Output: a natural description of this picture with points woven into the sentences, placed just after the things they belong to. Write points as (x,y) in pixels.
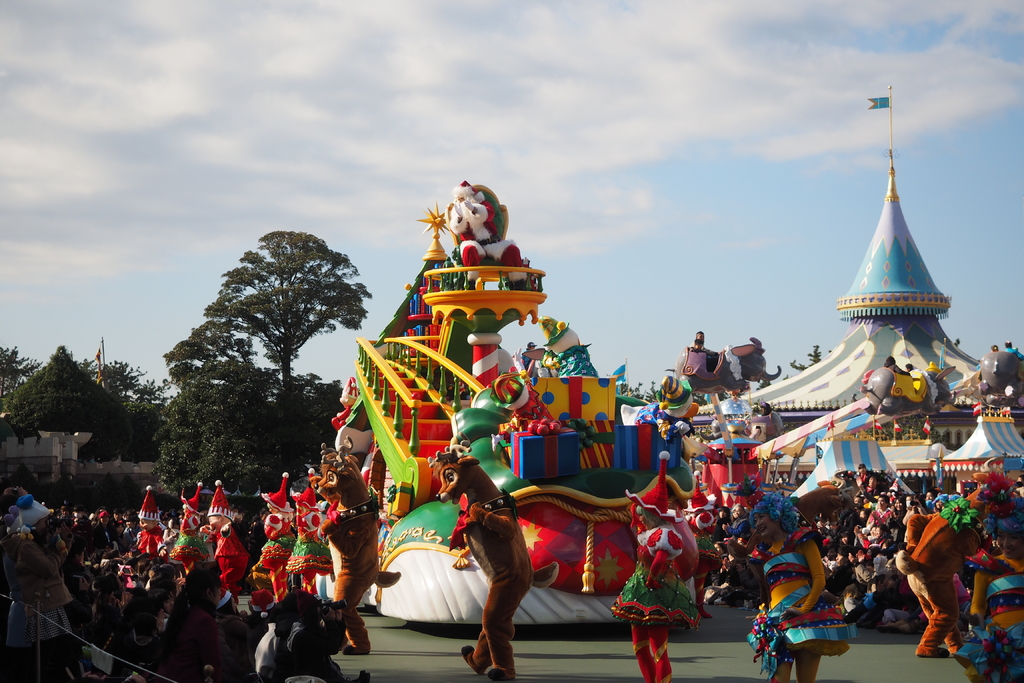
In this picture we can see toys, people (662,515), trees (194,455), some objects (600,553) and we can see sky (437,40) in the background (374,117).
